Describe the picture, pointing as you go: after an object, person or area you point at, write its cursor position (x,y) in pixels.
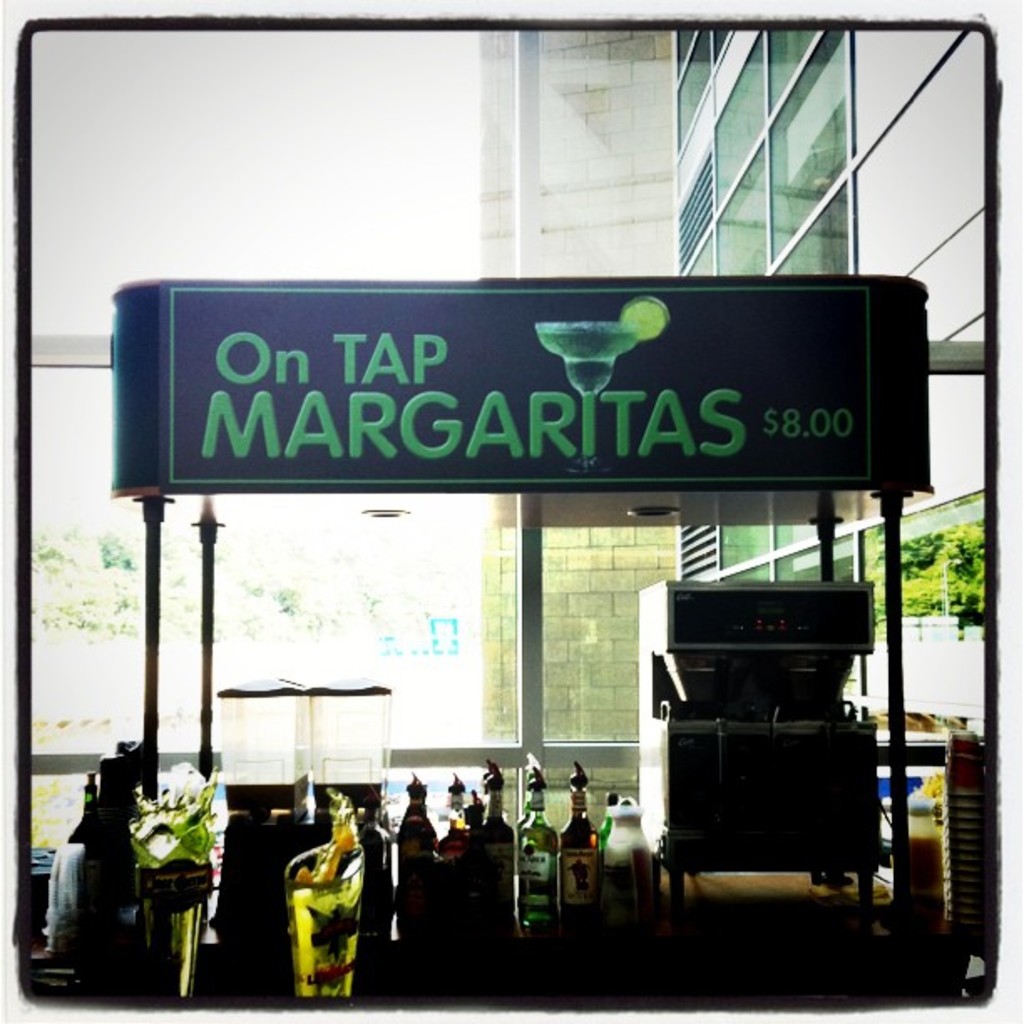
In the center of the image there are bottles (480,837) and glasses (159,895) on the table (577,945). In the background of the image (256,577) there is a glass wall (449,139). There is a advertisement board (428,459). There is a machine (640,780). There is a wall (605,177).
